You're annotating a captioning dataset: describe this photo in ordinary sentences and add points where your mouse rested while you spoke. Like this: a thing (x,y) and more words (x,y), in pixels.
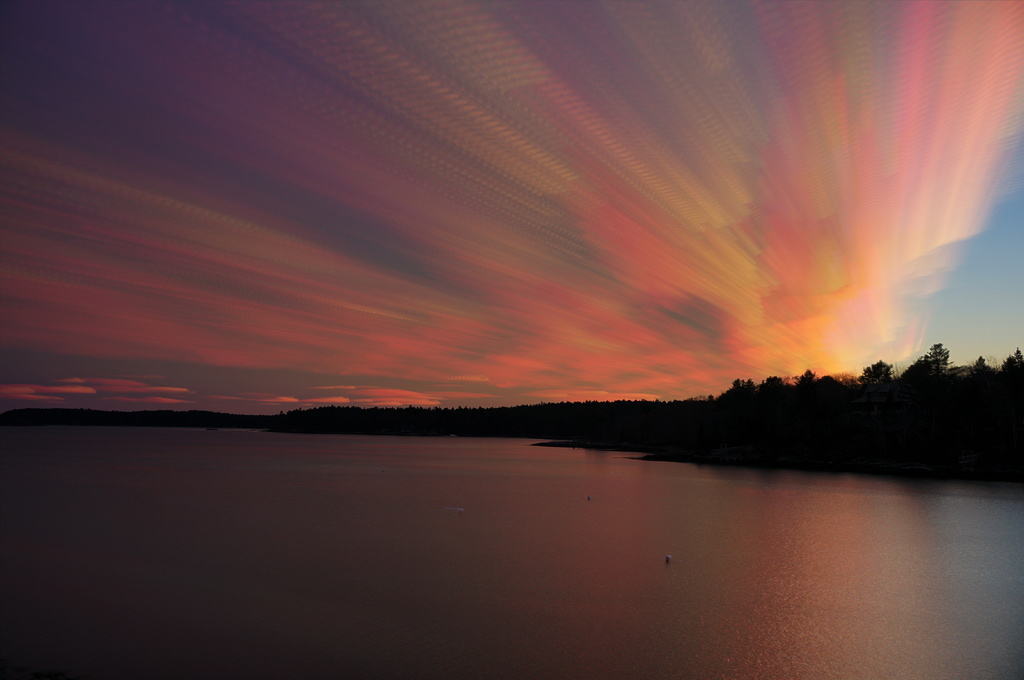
In this picture I can observe a river (388,583). There are some trees (560,425). In the background (771,203) I can observe a sky (511,283) which is in yellow, orange and red colors.
